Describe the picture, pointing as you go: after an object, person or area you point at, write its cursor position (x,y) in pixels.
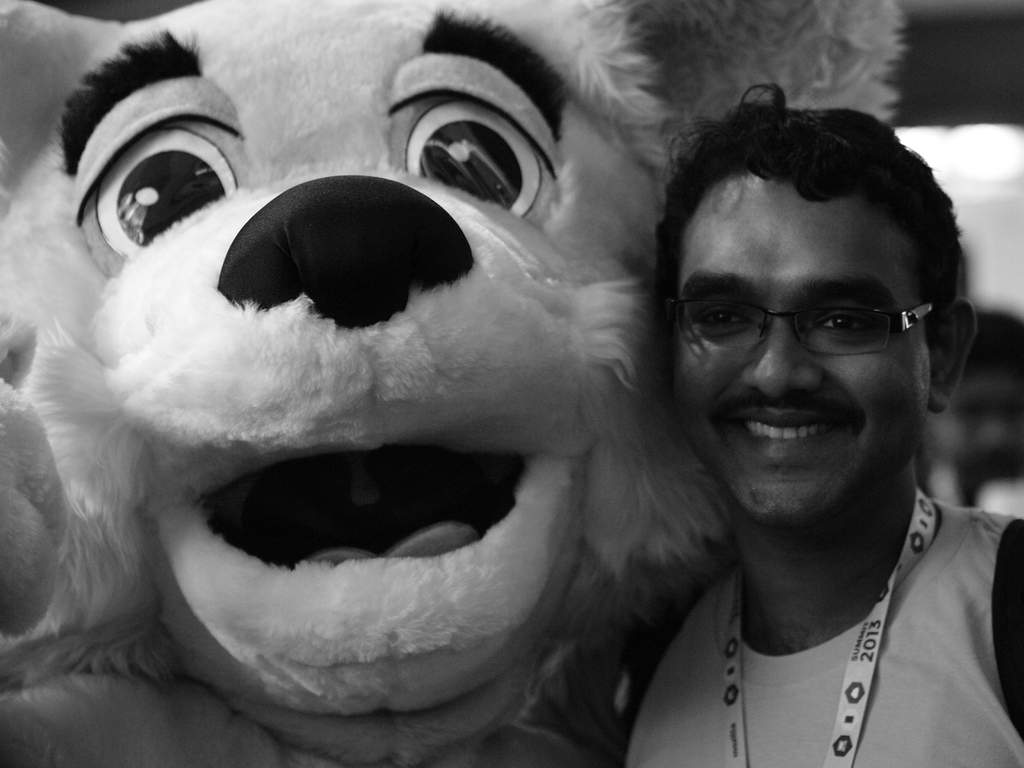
In this image we can see a man (812,642) standing and smiling. He is wearing glasses (737,324), next to him we can see a mascot (266,425).
